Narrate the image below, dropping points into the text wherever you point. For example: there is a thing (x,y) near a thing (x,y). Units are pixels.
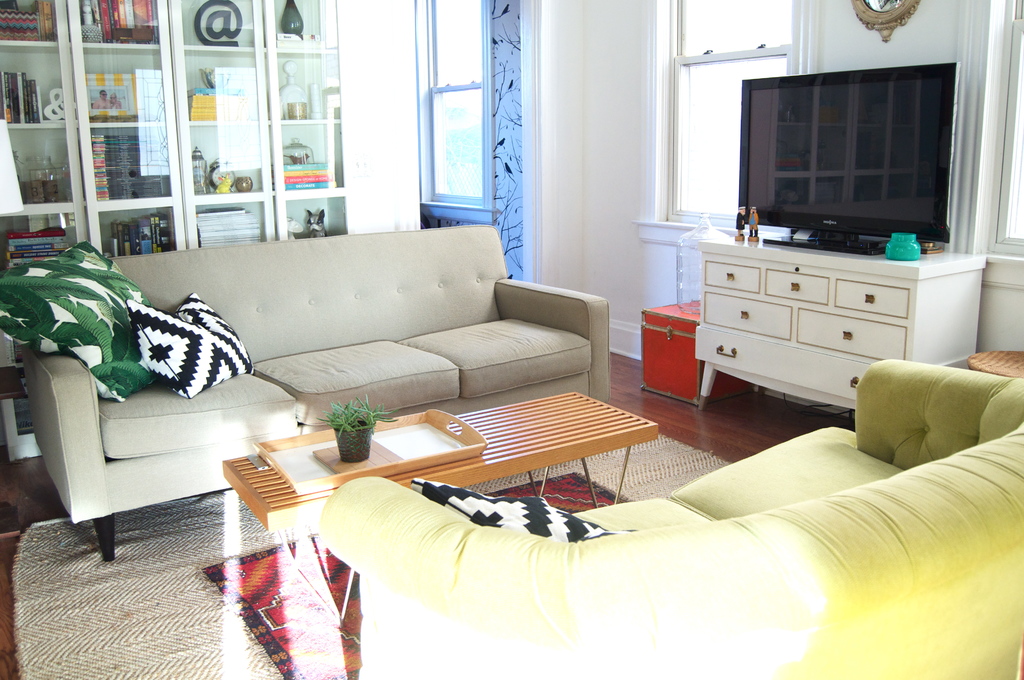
This image is taken inside a room (135,361). In the right side of the image (800,570) there is a sofa (1023,630) with a pillow (503,506) on it. In the left side of the image (210,657) there is a floor (6,631) with mat (95,612) on it. In the middle of the image (395,434) there is a table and on top of it there is a tray (402,459) and in that there is a pot (340,431) with a plant (362,426) in it. At the background (8,245) there is a wall (547,143), a showcase (164,159), door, windows (463,58) and curtains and there is a cupboard (952,290) and on that there is a television (845,179).
